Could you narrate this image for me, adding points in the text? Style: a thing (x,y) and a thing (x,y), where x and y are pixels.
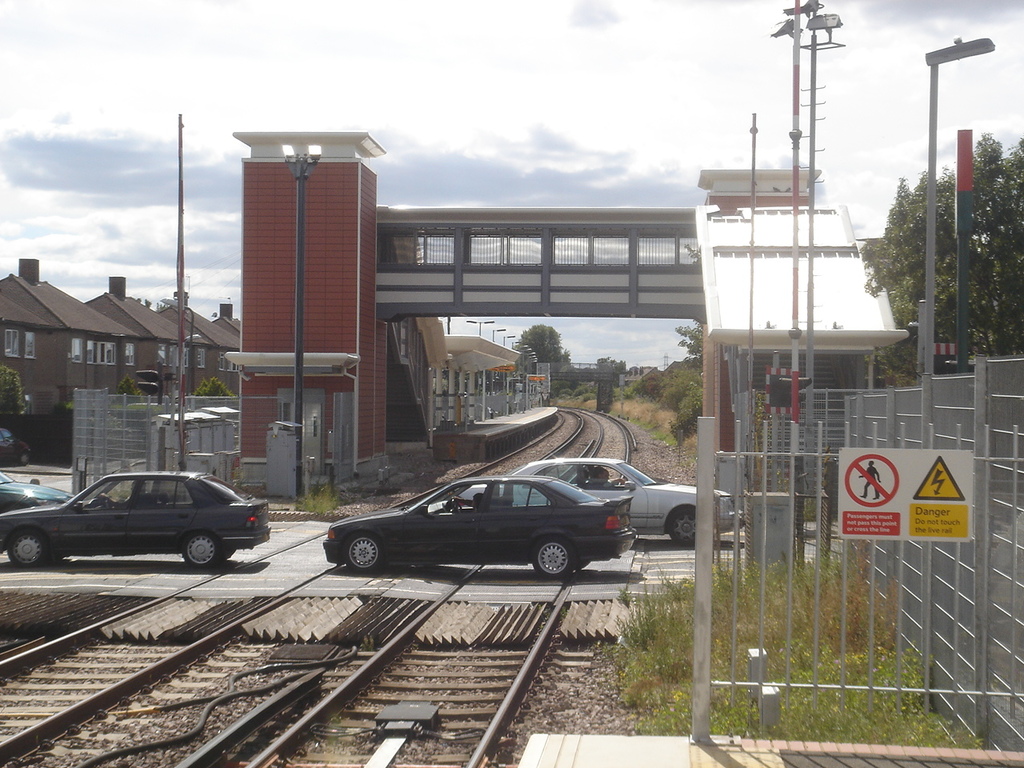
In this image I can see vehicles (388,535) on the road (376,569). We can see a railway track (458,646). Back I can see houses (62,355) and a bridge (508,290). We can see light-poles (303,200) and a fencing (1017,513). I can see signboard (890,507) and a trees (899,199). The sky (595,110) is in white color.
